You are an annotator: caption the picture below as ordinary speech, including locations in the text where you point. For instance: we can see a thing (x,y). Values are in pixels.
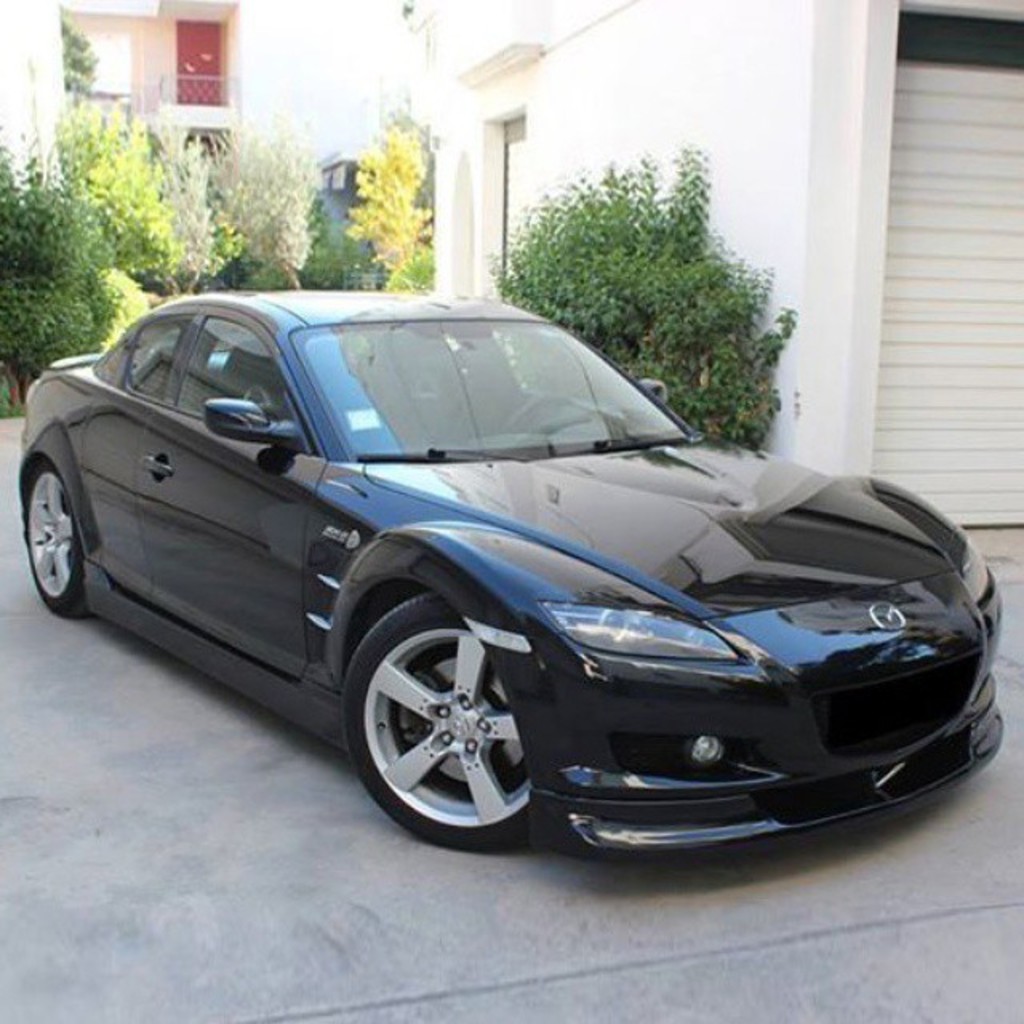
In the foreground of this image (499,614), there is a car (372,508). In the background (684,99), we can see few buildings (49,38), trees (231,233) and the plants (74,334).
